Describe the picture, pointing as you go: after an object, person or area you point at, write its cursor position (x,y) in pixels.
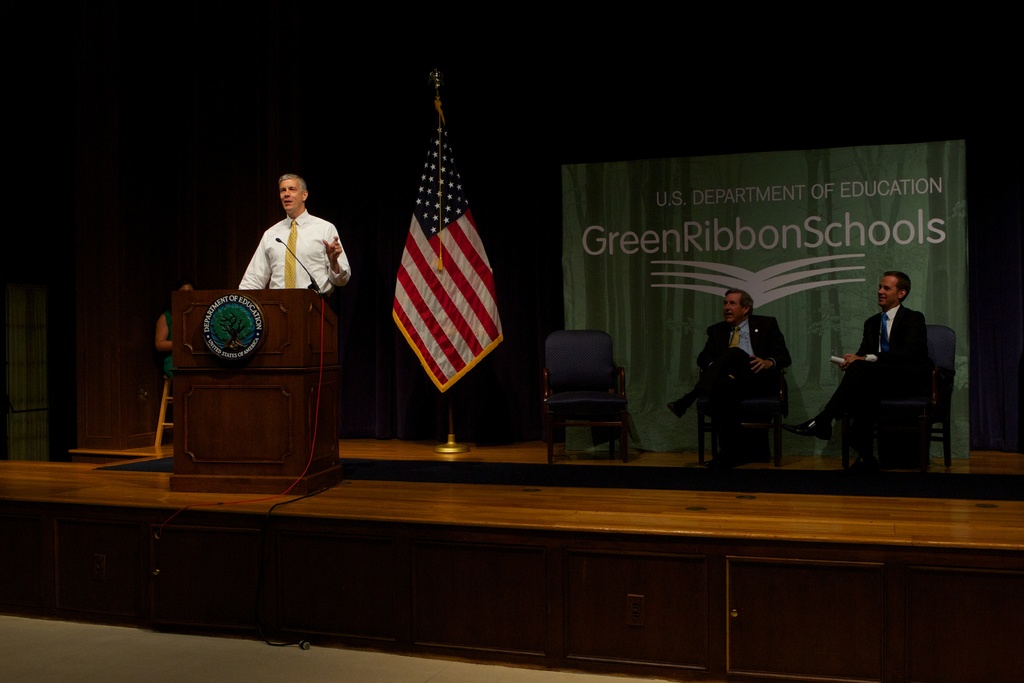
In this picture we can see a person (293,271) standing on the stage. There is a mic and a podium (287,350). We can see two men (853,419) are sitting on the chair (760,409). There is a person (173,371) at the back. We can see a flag (441,334) on the stage (327,590). A banner (835,444) is visible in the background (580,266).
